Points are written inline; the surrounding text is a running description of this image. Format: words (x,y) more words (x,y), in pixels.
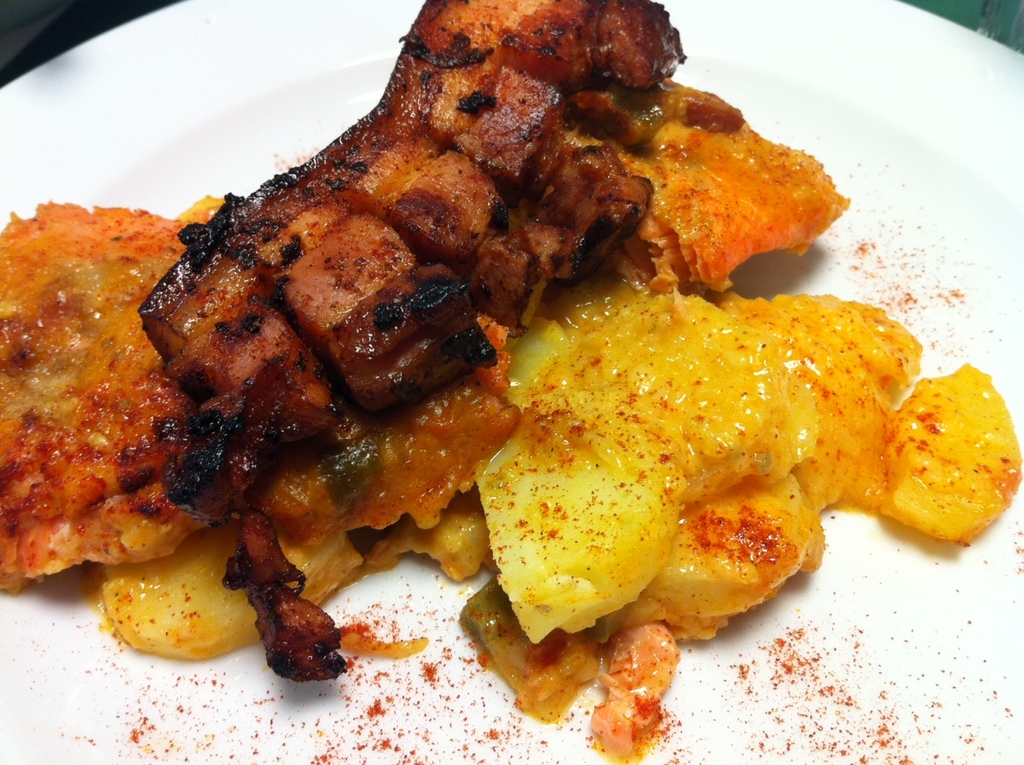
In the foreground of this image (410,408), there is a food item (608,542) on a white platter (811,642).
